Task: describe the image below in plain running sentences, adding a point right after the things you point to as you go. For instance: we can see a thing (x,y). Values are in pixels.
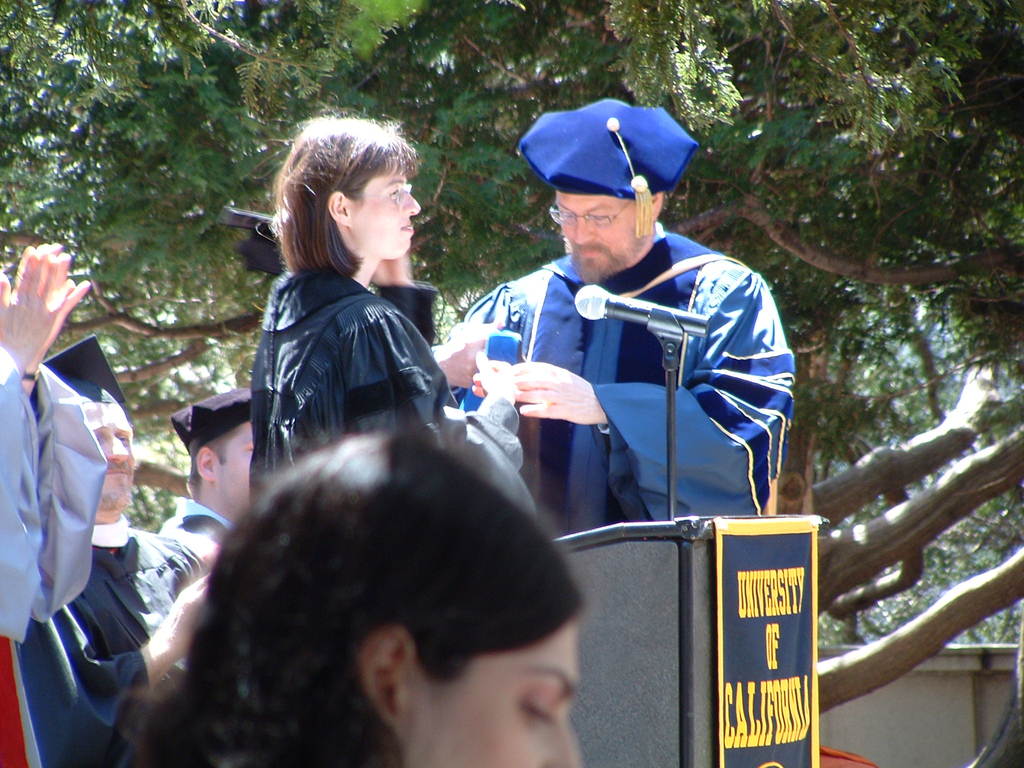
In this image, there are a few people (579,157). We can see the podium (714,715), a board (757,625) with some text (744,741) and a microphone (656,317). There are a few trees (735,15). We can also see the wall (967,660).
